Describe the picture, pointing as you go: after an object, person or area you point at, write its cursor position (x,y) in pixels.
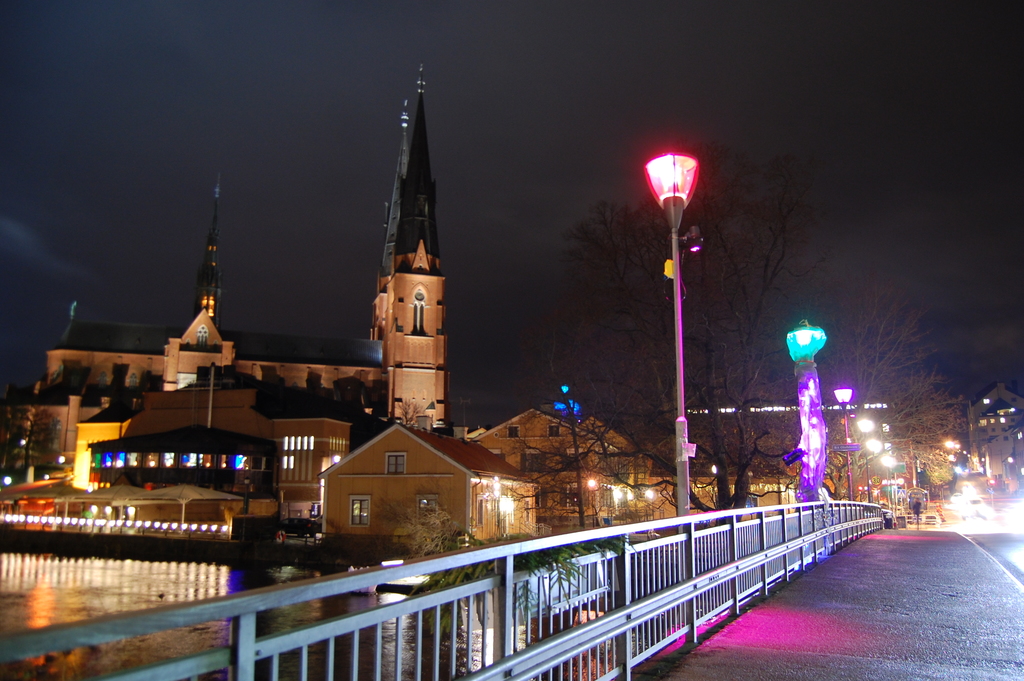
This looks like a river (103,591) with the water (144,588) flowing. These are the buildings (356,433) with windows (210,461) and lights (224,462). I think this is the bridge (792,641). I can see the trees (727,376). These look like barricades (732,565).
